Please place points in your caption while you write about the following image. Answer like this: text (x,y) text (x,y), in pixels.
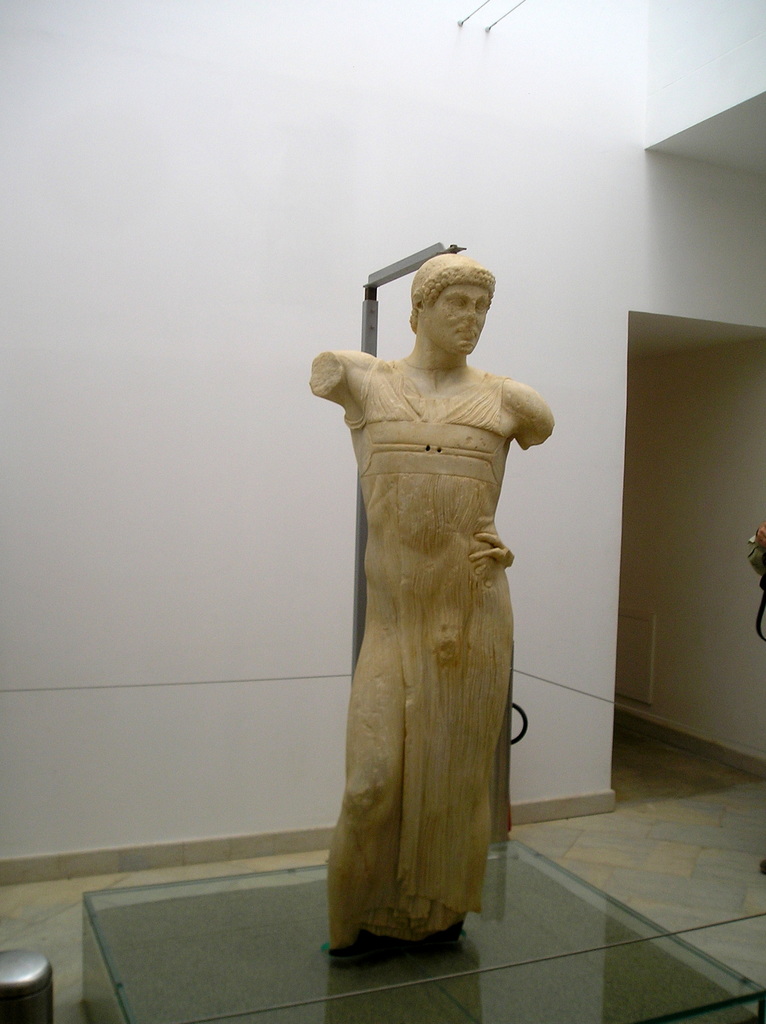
In this image we can see a sculpture (370,577) on the glass surface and also we can see a pole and the wall (507,131).
